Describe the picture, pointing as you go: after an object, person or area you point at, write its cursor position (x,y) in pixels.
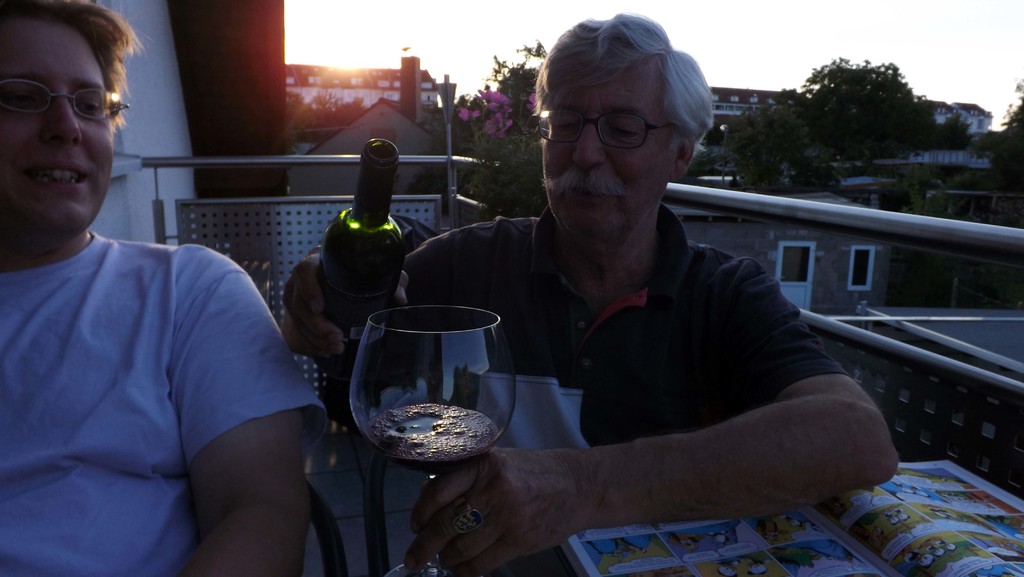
In this image I see 2 men (16,124) sitting and both of them are wearing spectacles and one of the man (553,112) is holding a bottle (336,398) in one hand (305,304) and a glass (383,325) in another hand (479,504) and there is a book (995,575) in front of him. In the background (503,142) I can see lot of trees (772,180), buildings (1008,316) and the sky (361,18).
